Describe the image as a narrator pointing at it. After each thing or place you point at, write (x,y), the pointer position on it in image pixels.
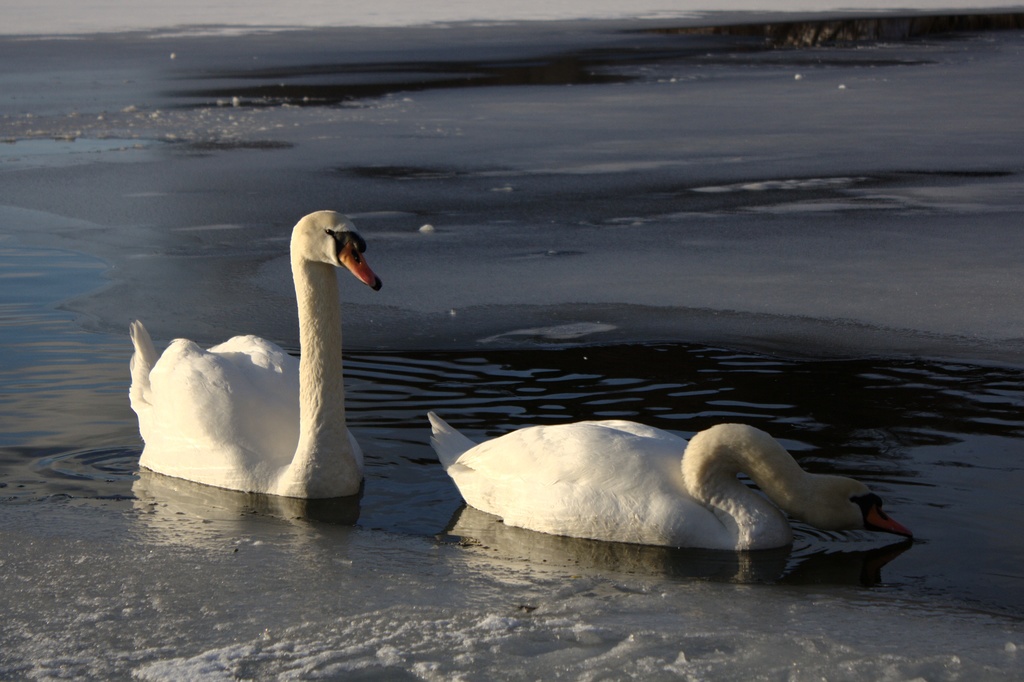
This image consists of water (505,419). In that there are swans (674,494). They are in white color.
